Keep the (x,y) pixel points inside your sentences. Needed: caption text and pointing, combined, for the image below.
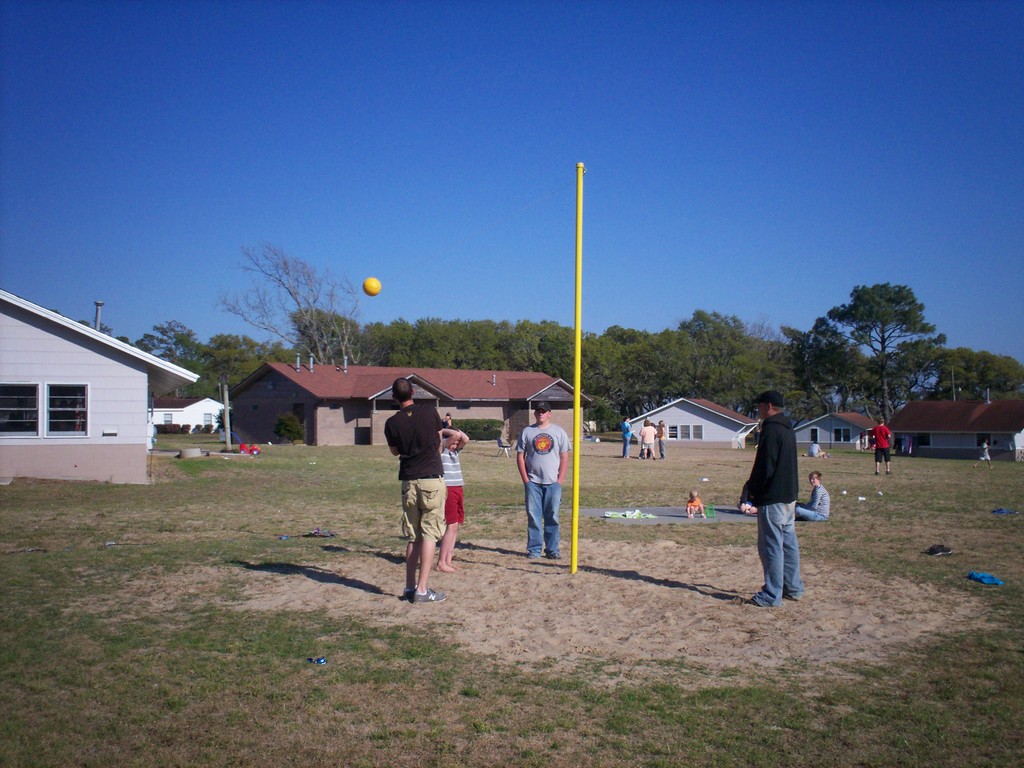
As we can see in the image there are few people (648,441) here and there, grass (284,559), houses (343,408), yellow color ball (372,283), trees (522,342) and sky (567,158).
